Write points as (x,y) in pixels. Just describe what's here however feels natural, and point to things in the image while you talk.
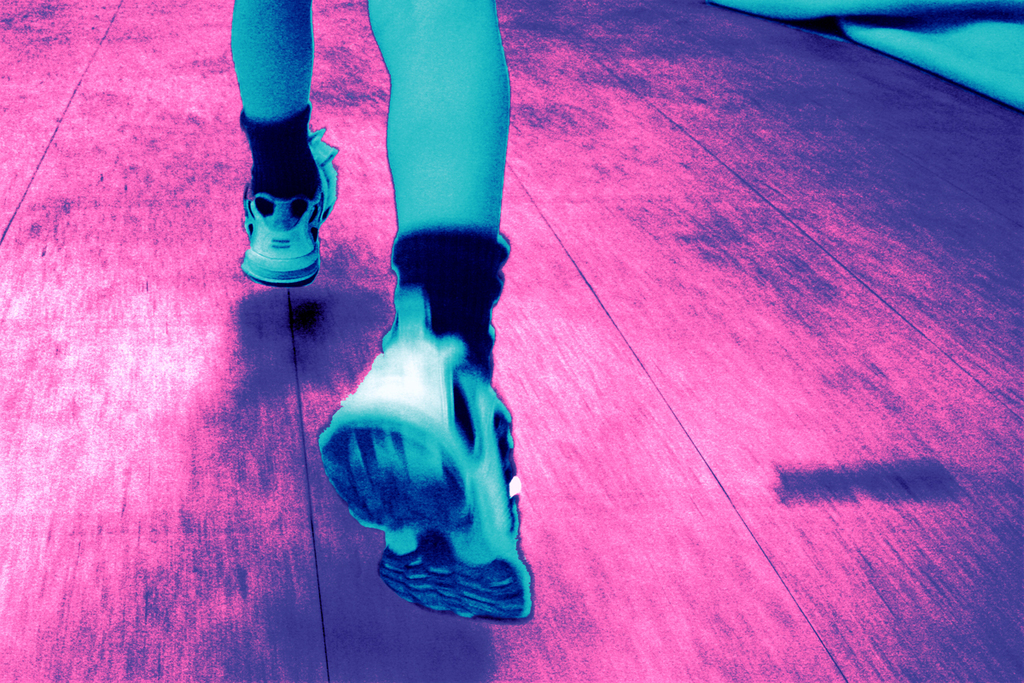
This is an edited picture. In this image there is a person (295,21) running. At the bottom (608,498) there is a floor (605,422). At the top right (982,46) it looks like a cloth (941,24).
